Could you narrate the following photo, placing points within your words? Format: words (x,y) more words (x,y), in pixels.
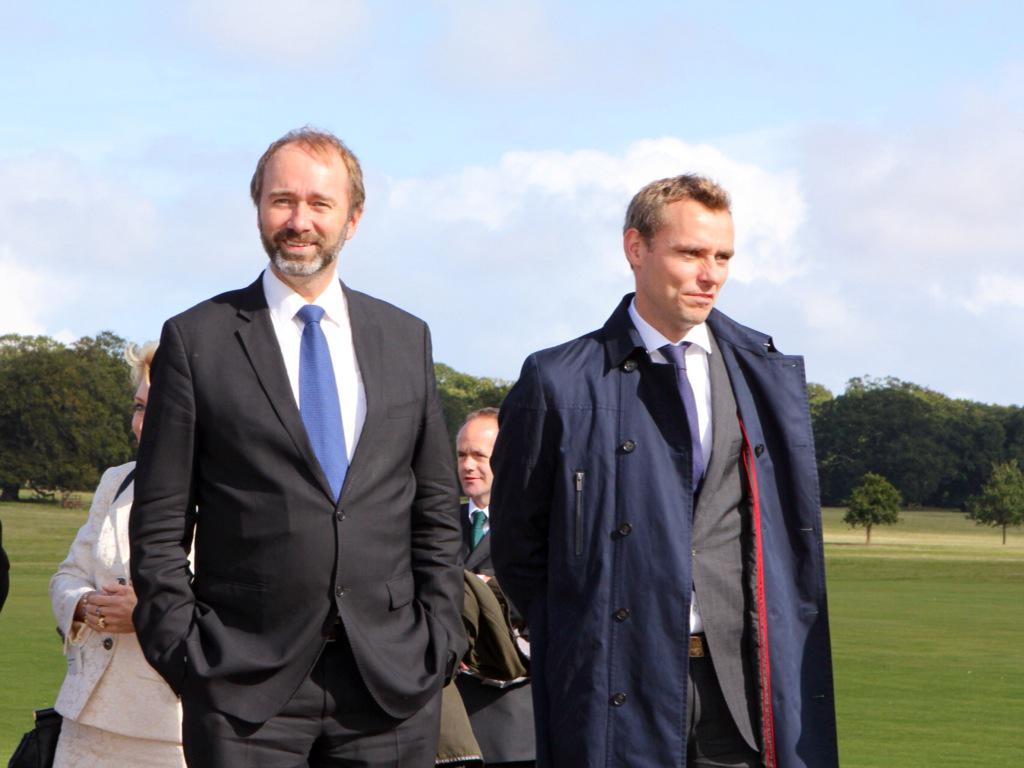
In this image I can see the group of people (429,546) with different color dresses (402,587). These people (341,645) are standing on the ground (843,661). In the back (970,477) there are many trees (910,410), clouds (471,210) and the sky (327,97). I can see one person (84,568) wearing the bag (43,720).
